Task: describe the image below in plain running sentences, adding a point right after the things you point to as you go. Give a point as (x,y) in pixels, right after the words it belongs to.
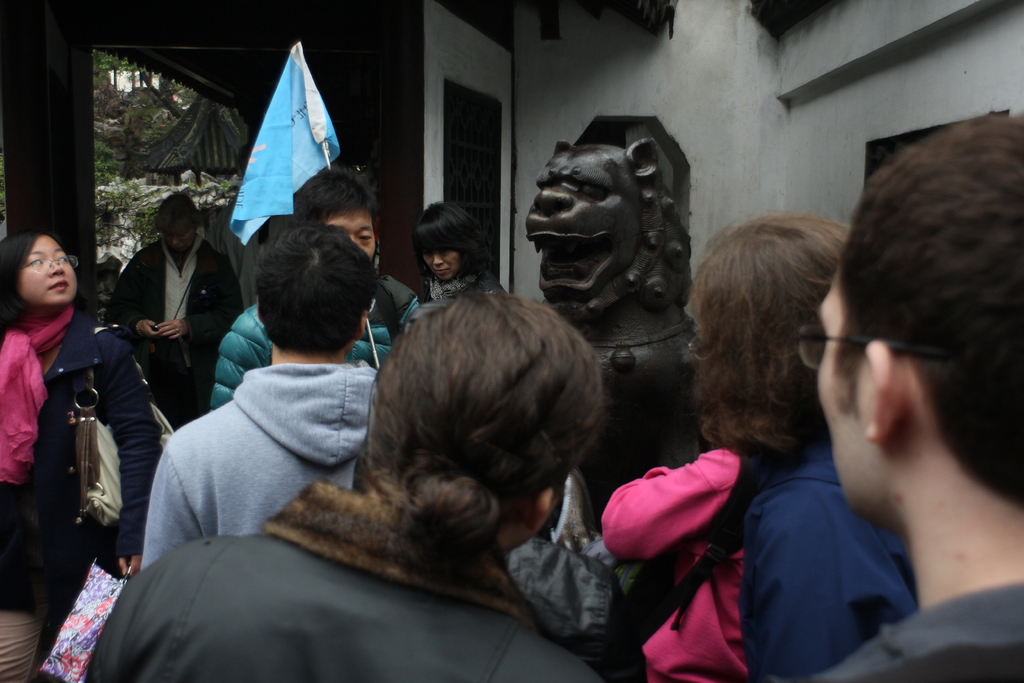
This picture is clicked inside. In the foreground (574,518) we can see the group of people (496,400) standing on the ground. On the right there is a sculpture (580,199) of an animal (632,289) attached to the wall (697,88). In the background (697,70) we can see the trees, wall (635,65) and some other objects (446,147).
